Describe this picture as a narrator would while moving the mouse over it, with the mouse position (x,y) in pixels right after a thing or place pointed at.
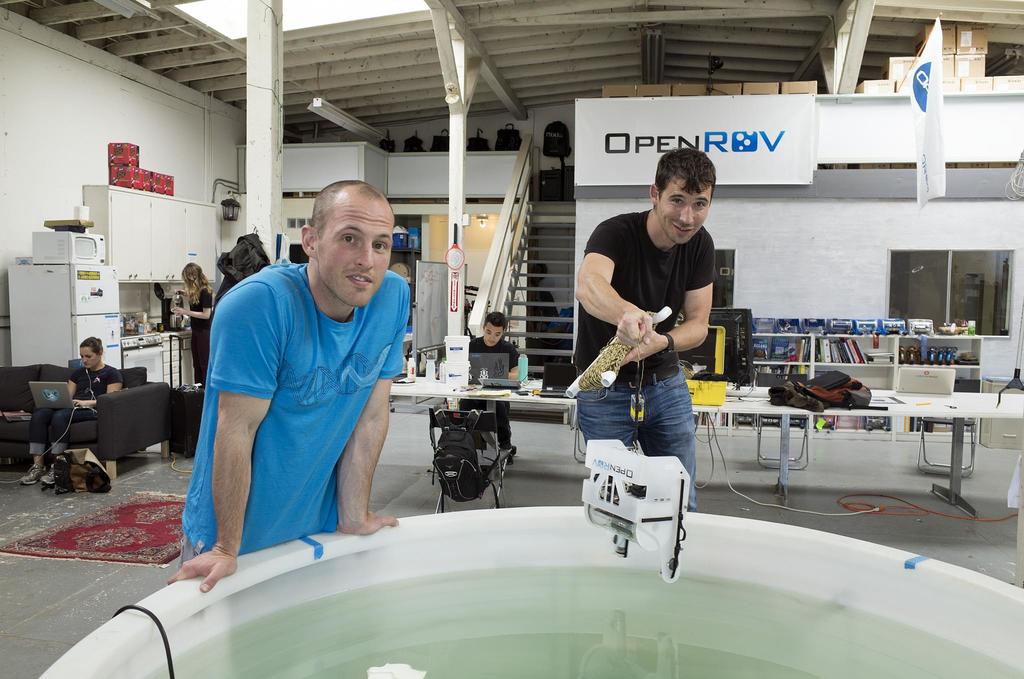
At the bottom of the picture (470,557), we see the water tub (630,590). The man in black T-shirt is holding something (647,507) in his hand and he is trying to put something (631,509) in the water (644,591). The man (369,424) in blue T-shirt (291,414) is standing. Behind them, we see a table (468,397) on which laptops (469,361), white buckets (465,365), bag (808,406), papers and water bottle (524,366) are placed. Beside that, we see a man (508,347) is sitting on the chair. On the right side (805,346), we see a rack (783,361) in which many books (805,346) are placed. Beside that, we see a wall (838,251) and a window (895,287). At the top (711,123), we see a board (706,149) in white color with some text (722,149) written on it and we even see a white flag (934,131). Beside that, there are many carton boxes (946,69). On the left side (105,376), we see the woman (96,363) is sitting on the sofa (107,451). Behind her, we see cupboard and a counter (188,351). The woman (205,342) is standing beside the countertop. In the background (296,238), we see a wall (430,247). At the top (551,147), we see the bags (509,140) and the roof (425,93) of the building (419,83).
